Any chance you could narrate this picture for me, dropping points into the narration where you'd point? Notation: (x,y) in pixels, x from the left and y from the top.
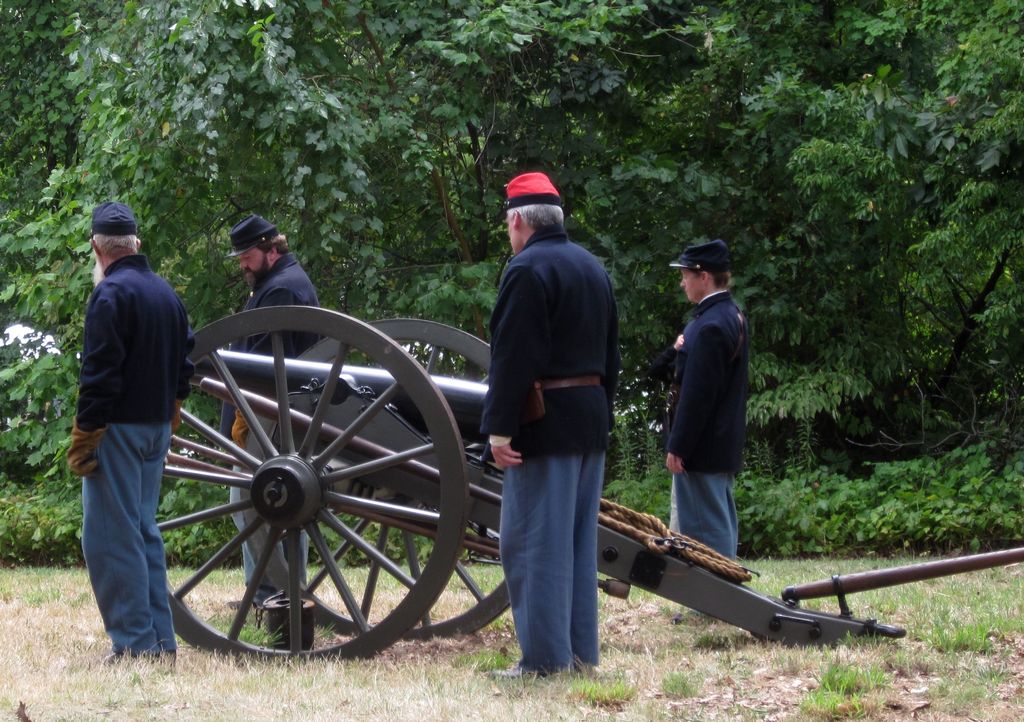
In this image there is a cannon (336,552). There are people (87,326) standing on the surface (678,649) of the grass (605,651). In the background of the image (624,194) there are trees (500,75).
